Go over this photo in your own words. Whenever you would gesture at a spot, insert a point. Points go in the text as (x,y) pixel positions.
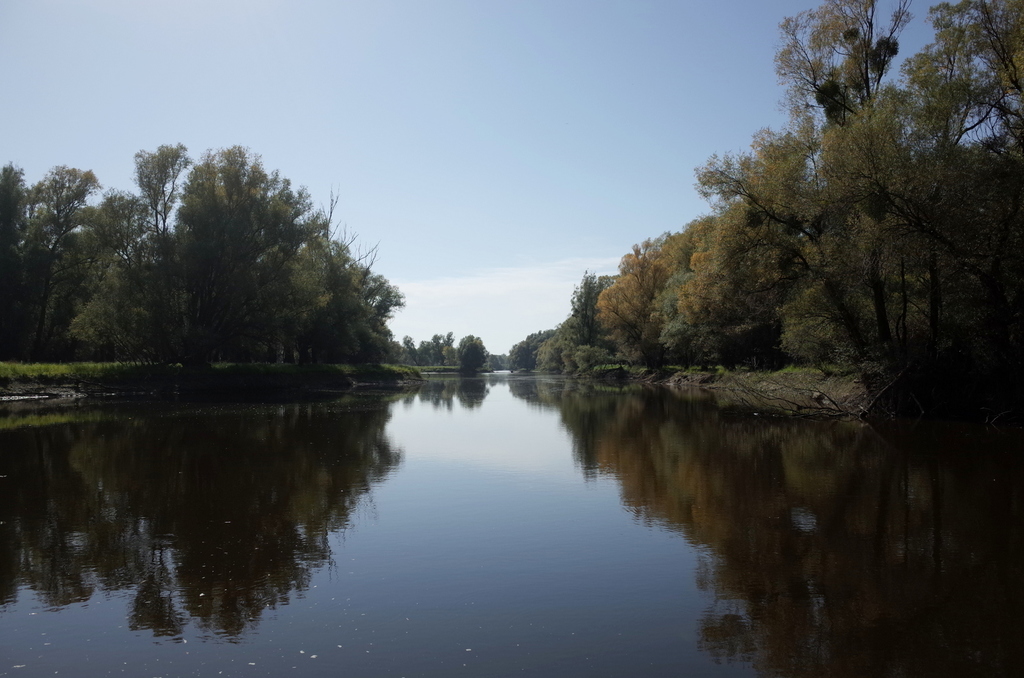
In this picture we can see water (337,417), trees (360,267) and in the background (221,81) we can see the sky (456,93) with clouds (443,296).
